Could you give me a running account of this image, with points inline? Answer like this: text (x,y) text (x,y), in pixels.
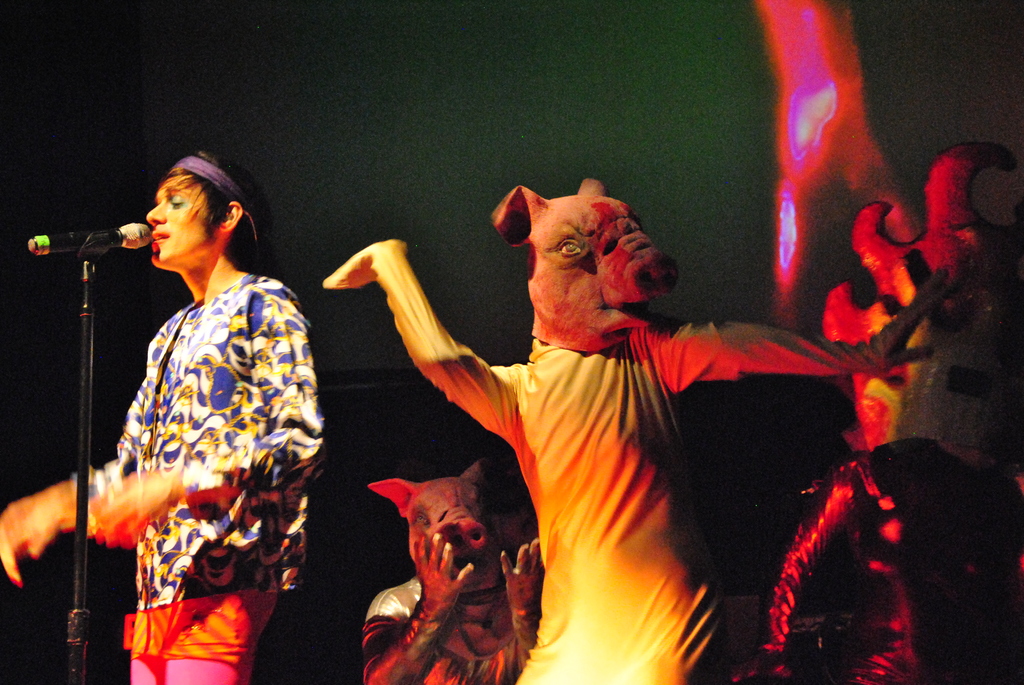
On the left (169,249) there is a person (171,389) standing and singing on the mike (75,236). On the right (774,363) there are mascots (640,467).
